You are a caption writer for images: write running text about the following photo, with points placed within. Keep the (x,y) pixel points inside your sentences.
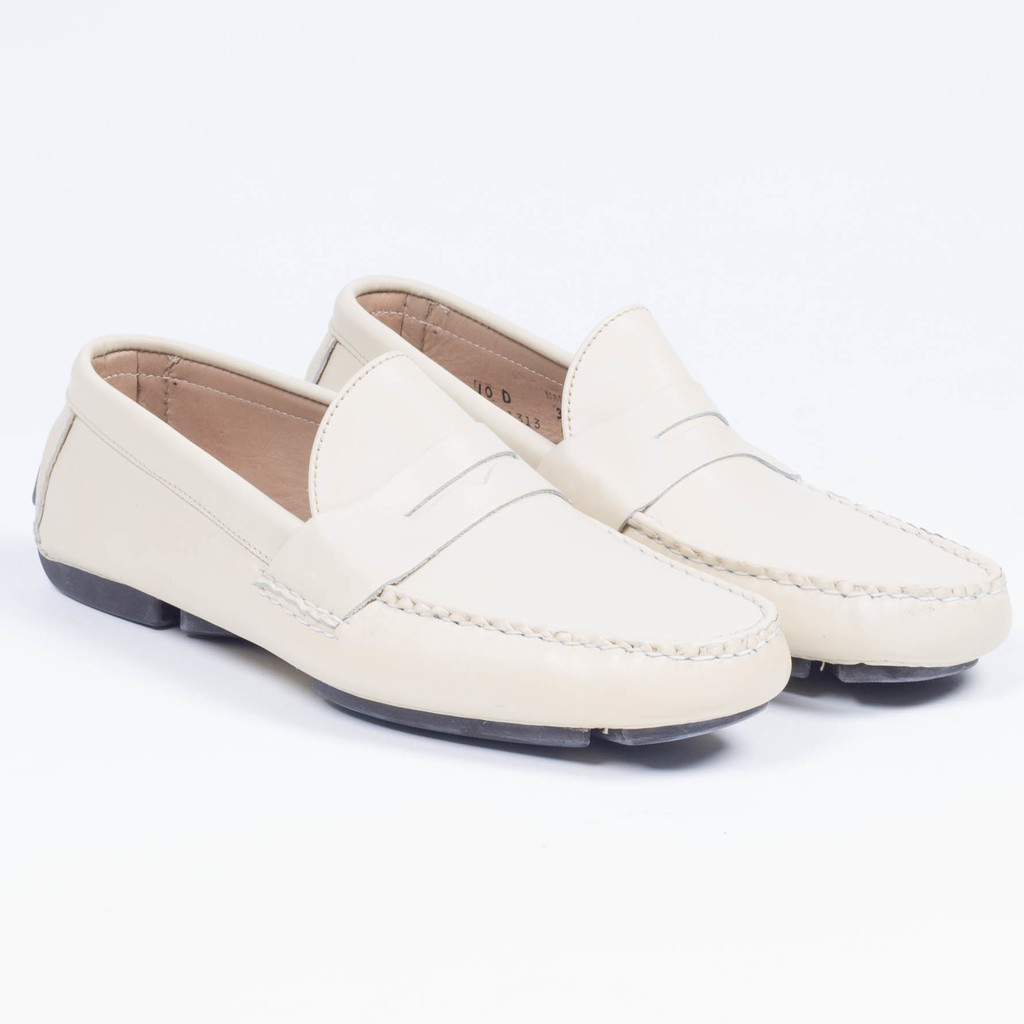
In this image we can see shoes (637,473) and white background (609,21).
